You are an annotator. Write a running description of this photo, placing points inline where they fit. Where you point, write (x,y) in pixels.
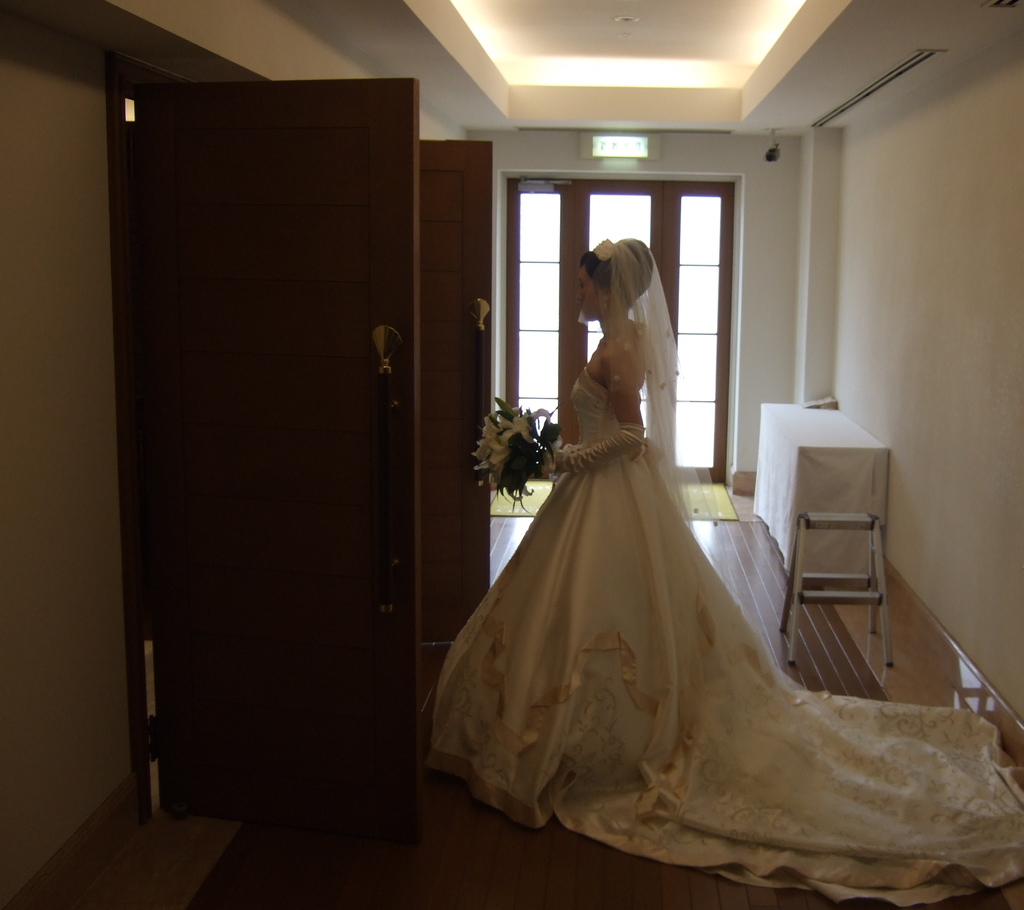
There is one woman (606,638) standing and wearing white a color dress (648,526) and holding some flowers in the middle of this image (652,494), and there is a wall (920,572) in the background (929,584). We can see there is a door (378,484) on the left side of this image (288,464) and there is a window glass (535,223) in the middle of this image (551,333).
